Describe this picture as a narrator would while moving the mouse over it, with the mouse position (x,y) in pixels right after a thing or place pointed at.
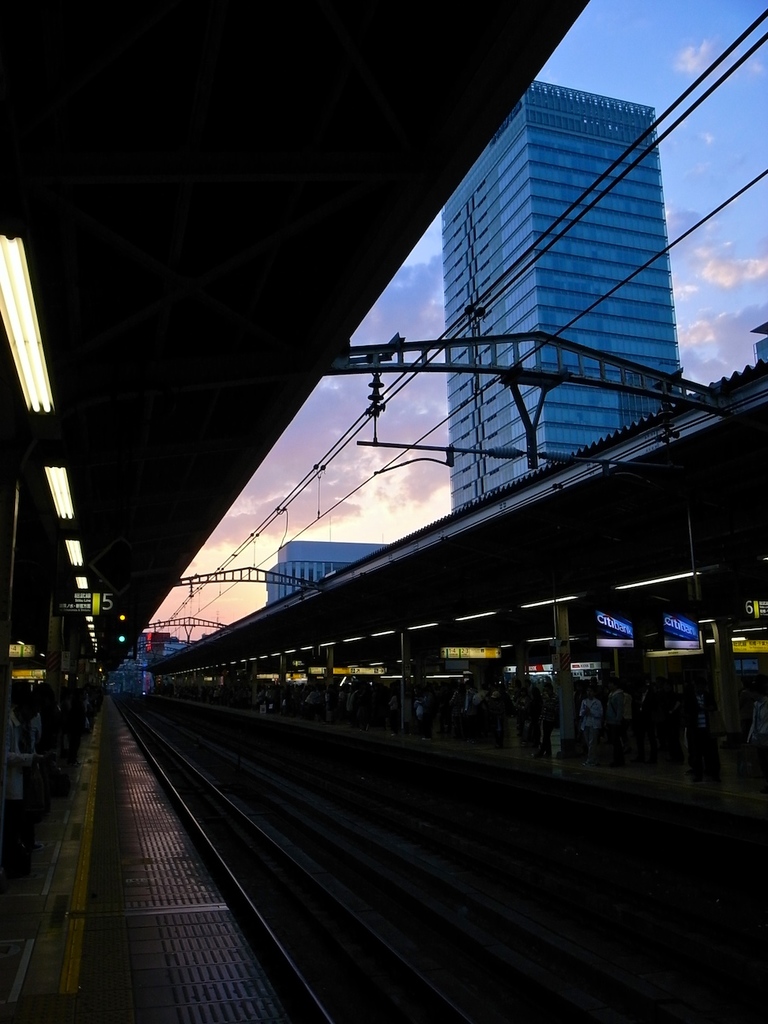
In the foreground (251,799) I can see a track (184,719) and a crowd (422,713) on the platform (73,834). In the background (640,482) I can see electric wires (449,417), buildings (467,436), rooftop (643,448) and the sky (672,225). This image is taken may be on the platform (100,836).
